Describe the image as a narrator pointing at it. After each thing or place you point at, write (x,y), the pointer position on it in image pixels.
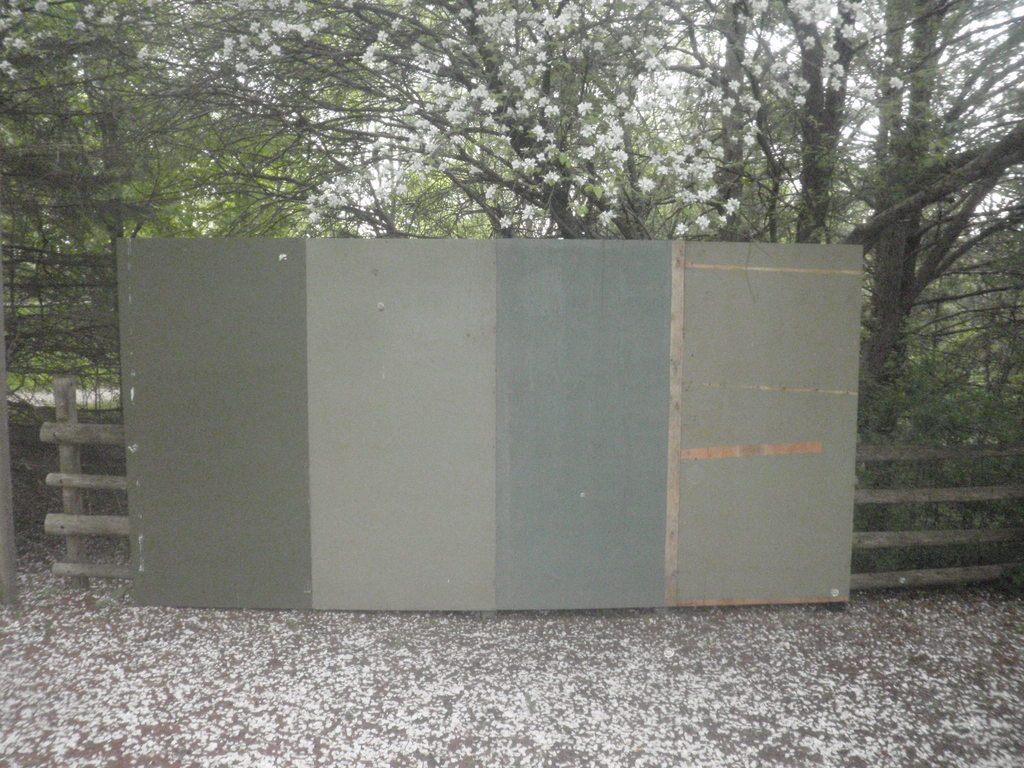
In the image I can see a board (622,531) and a fence (889,578). In the background (378,125) I can see trees (480,128) and the sky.
